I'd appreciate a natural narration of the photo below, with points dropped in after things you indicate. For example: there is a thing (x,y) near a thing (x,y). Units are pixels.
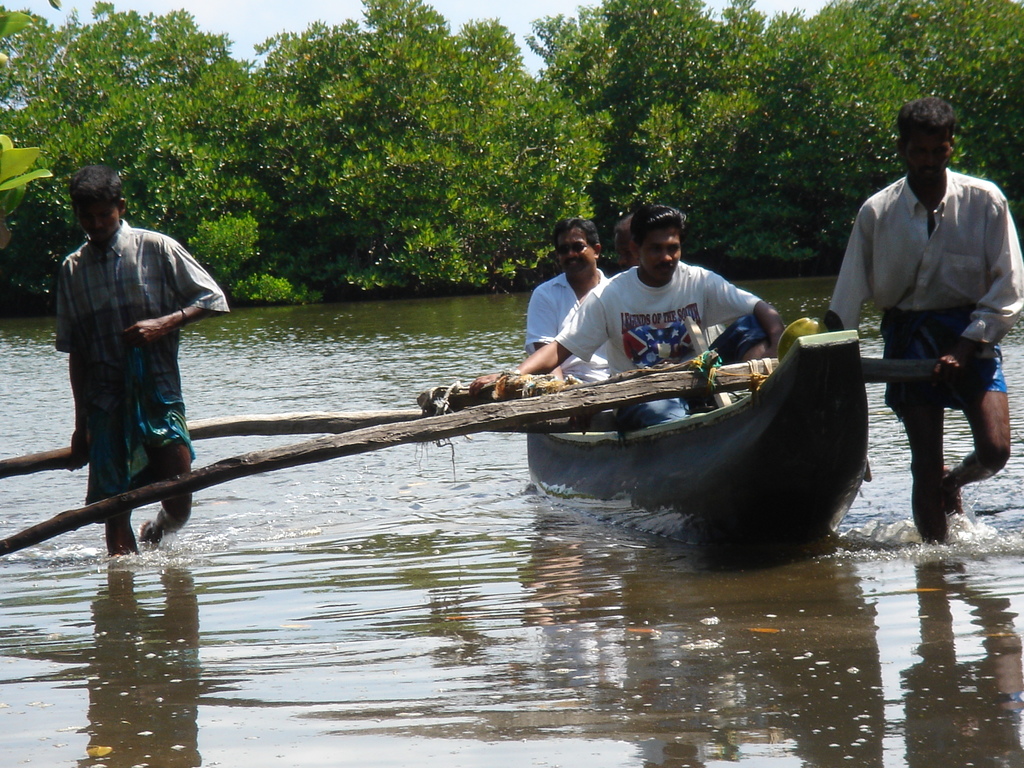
In the picture we can see water (901,617) and boat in it with some men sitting in it and on the other sides we can see two men (115,474) are walking in the water (837,588), in the background (719,180) we can see some bushes (619,190) and plants (453,162) and a sky (258,31).
